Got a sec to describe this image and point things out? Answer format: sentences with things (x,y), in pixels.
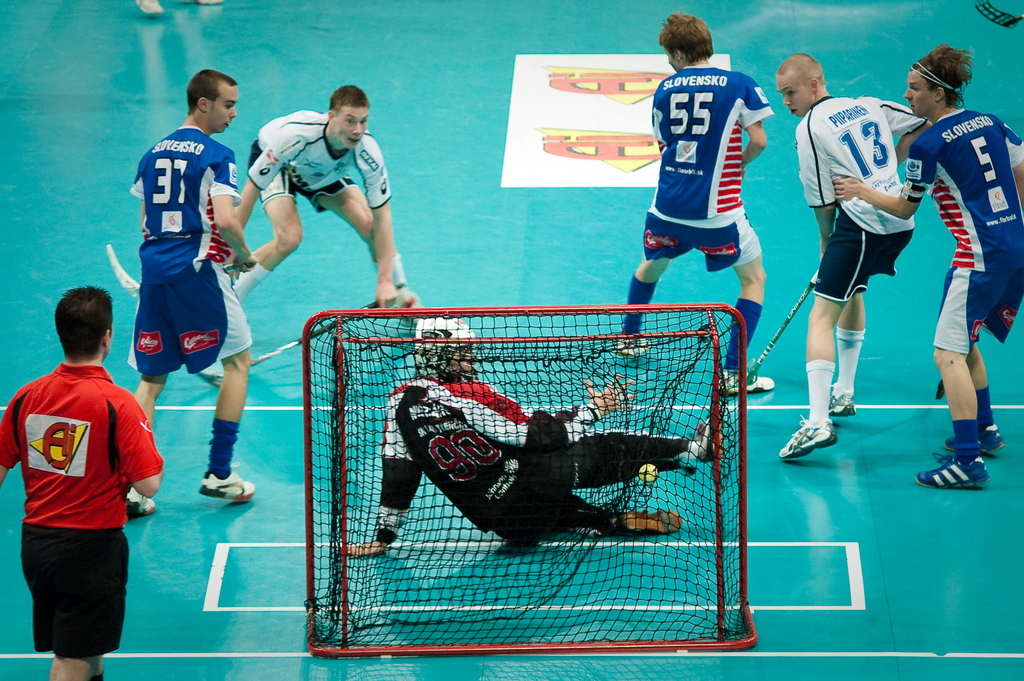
There are group of boys (591,401) playing hockey and a net (591,436) in the foreground (429,556).
